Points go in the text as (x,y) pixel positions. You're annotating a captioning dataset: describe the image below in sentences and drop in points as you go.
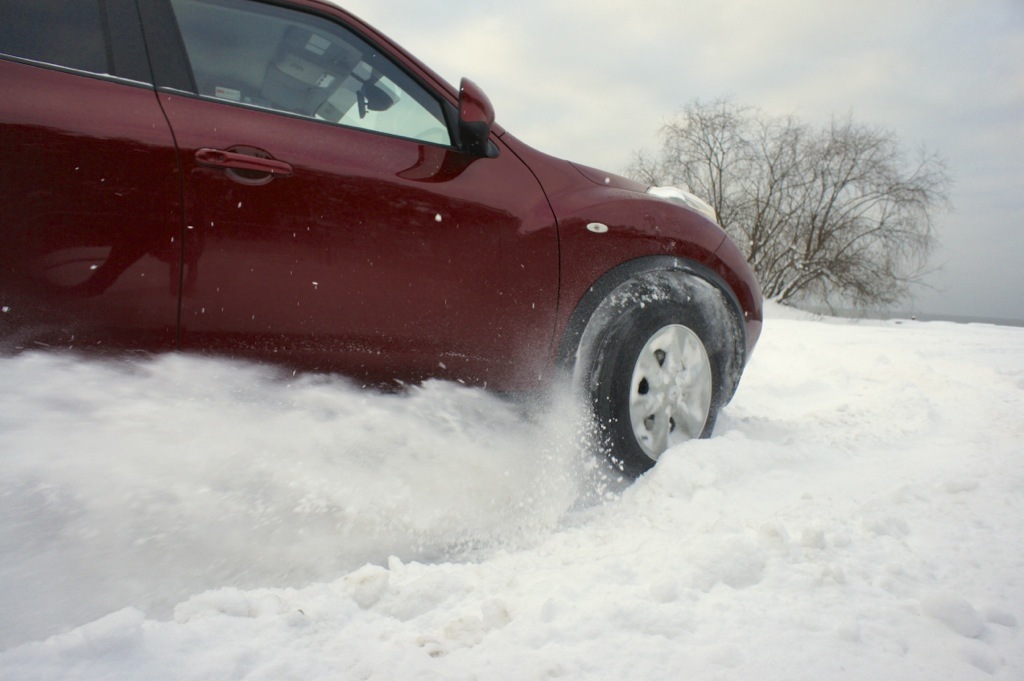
In this image we can see a car (630,355) on the land (768,481) covered with snow (460,576). In the background (734,203), we can see a tree (839,200) and the sky (755,72).
